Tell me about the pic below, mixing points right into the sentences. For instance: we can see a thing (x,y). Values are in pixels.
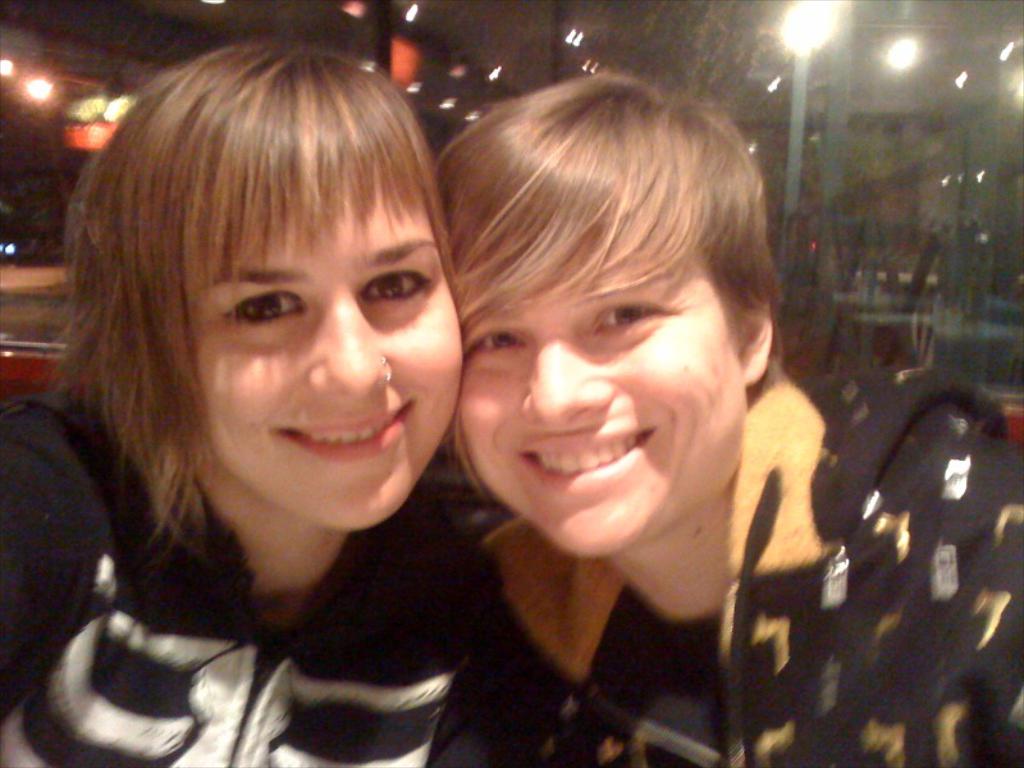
In this picture I can see couple of humans (496,528) sitting and I can see few lights (803,30), chairs (893,300) and buildings (501,49) in the back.
